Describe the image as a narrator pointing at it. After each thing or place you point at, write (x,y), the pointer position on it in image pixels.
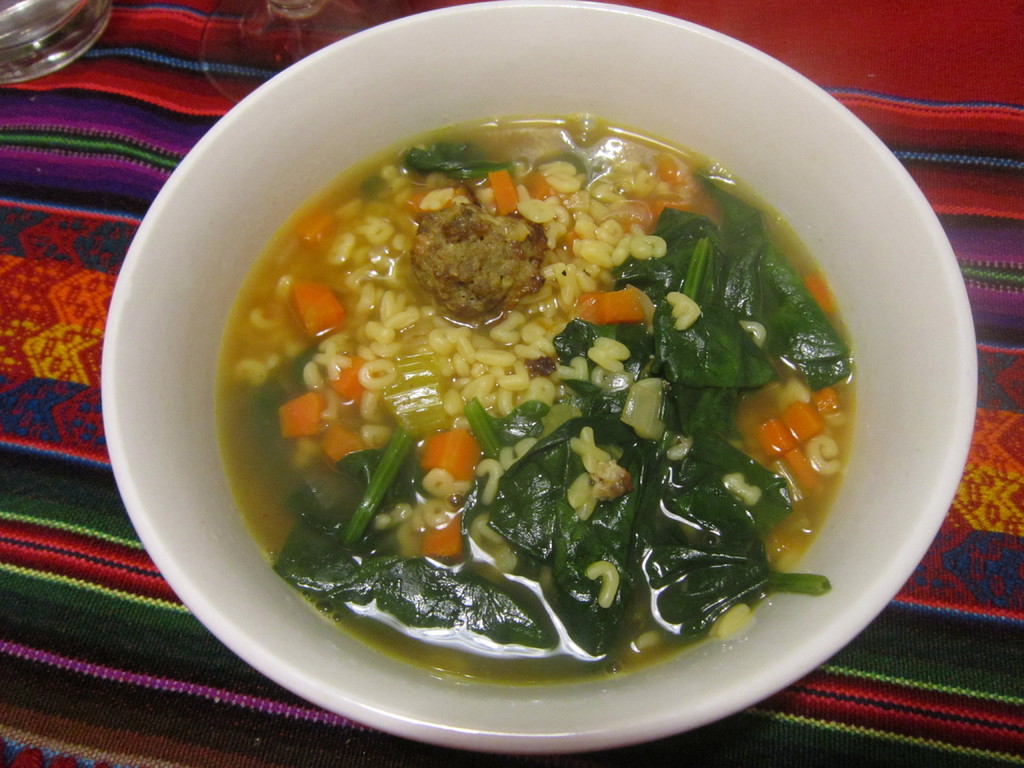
In this image there is a soup (460,300) in the bowl (888,554). Beside the bowl (279,129) there is a glass (70,45) on the mat (88,188).
